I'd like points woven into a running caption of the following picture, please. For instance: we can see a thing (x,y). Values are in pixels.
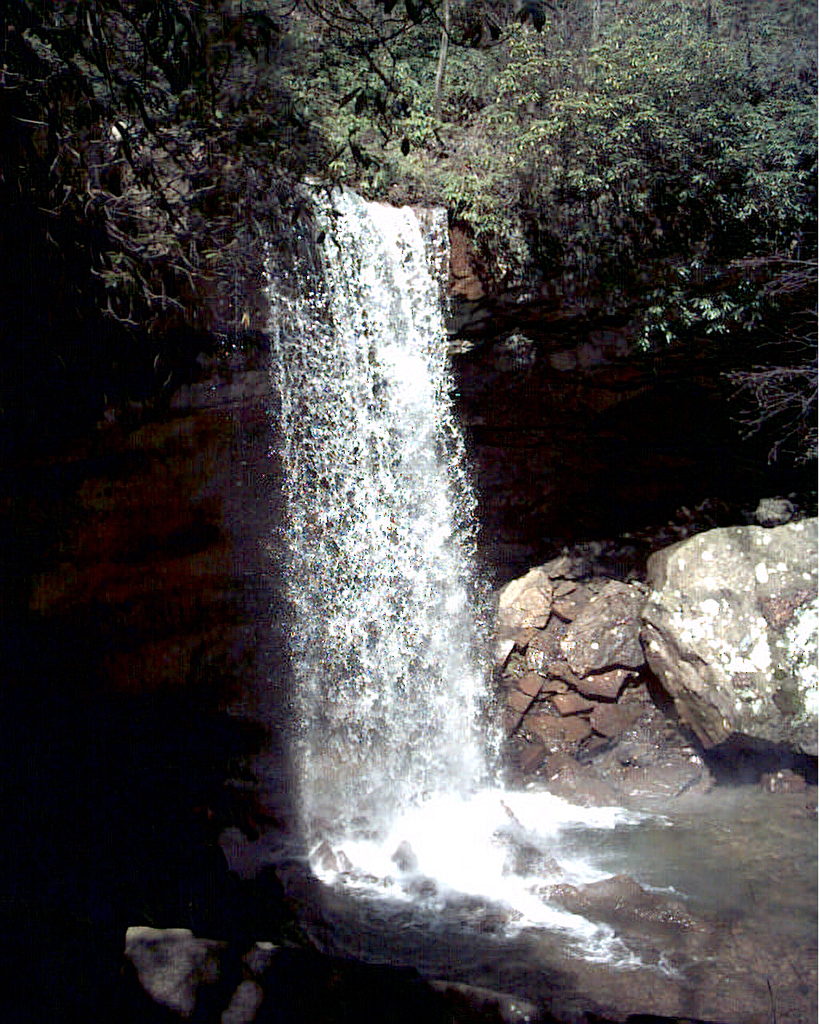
In this picture I can see the waterfall (357,329). On the right (759,642) I can see many stones (747,576). At the top (183,124) I can see many trees (443,119) and plants (315,93).
